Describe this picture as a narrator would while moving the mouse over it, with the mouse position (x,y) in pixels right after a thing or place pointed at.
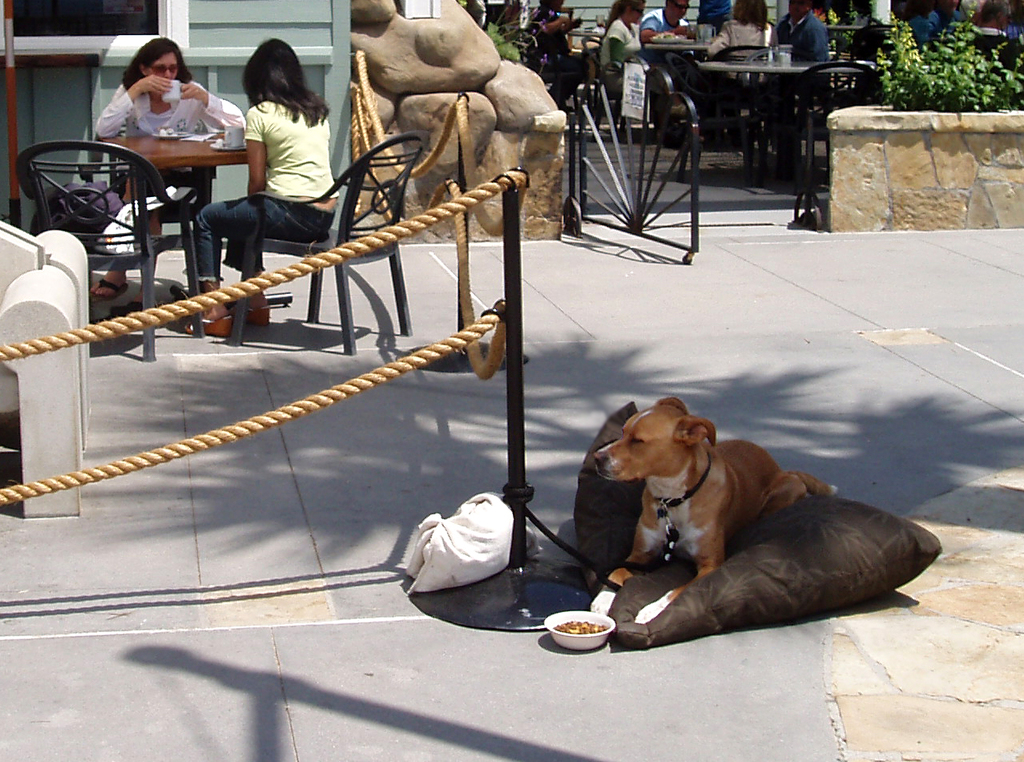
The picture is clicked outside. Here there are two people (257,101) sitting on a table (229,154) and food eatables (178,135) on the table (202,152) and a dog (630,470) is lying on a pillow (780,520) with a bowl (593,638) of food (583,626) lying in front of it. In the background (421,79) we can find stones (444,101), black gate (630,132) and few trees (910,78). There are also many people (921,31) in the background (784,32).
